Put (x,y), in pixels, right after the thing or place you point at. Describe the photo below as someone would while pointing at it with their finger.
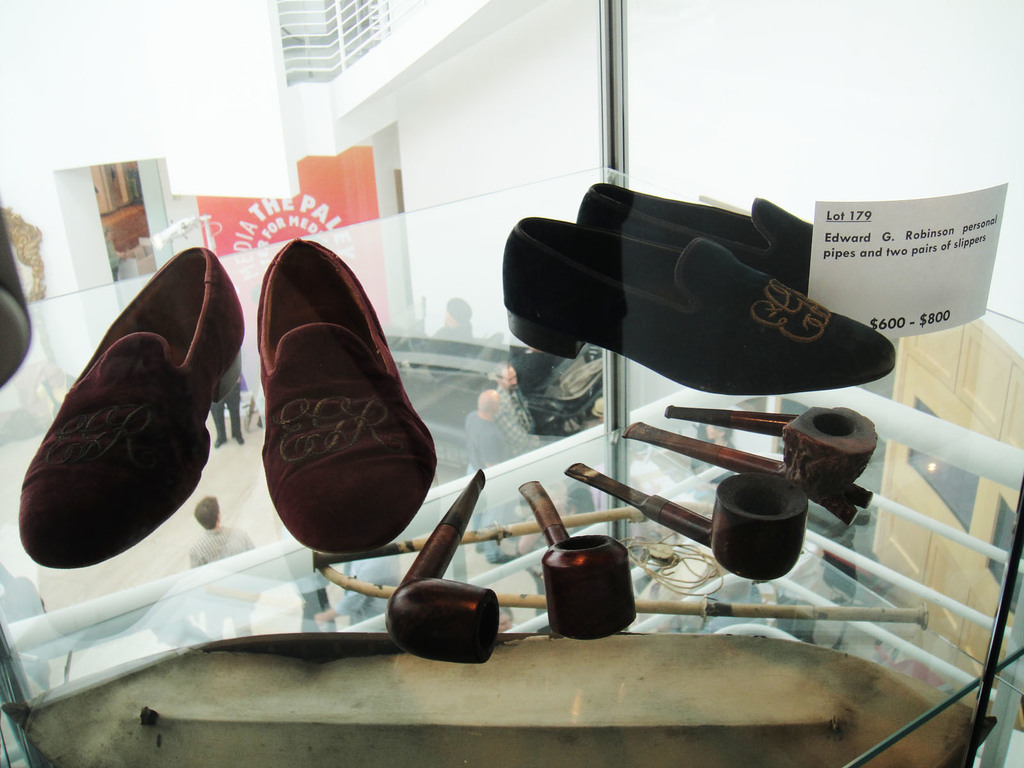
In this picture there are two pairs of shoes (381,533) and cigar pipes (555,526) are placed on the glass table (685,584). Towards the right (858,268), there is a paper (958,279) with some text (847,240). On the top (466,93), there is a glass wall (591,124). Through the glass (428,80), we can see the people (491,462), walls (384,218), staircase (401,48), walls (498,224) etc.
